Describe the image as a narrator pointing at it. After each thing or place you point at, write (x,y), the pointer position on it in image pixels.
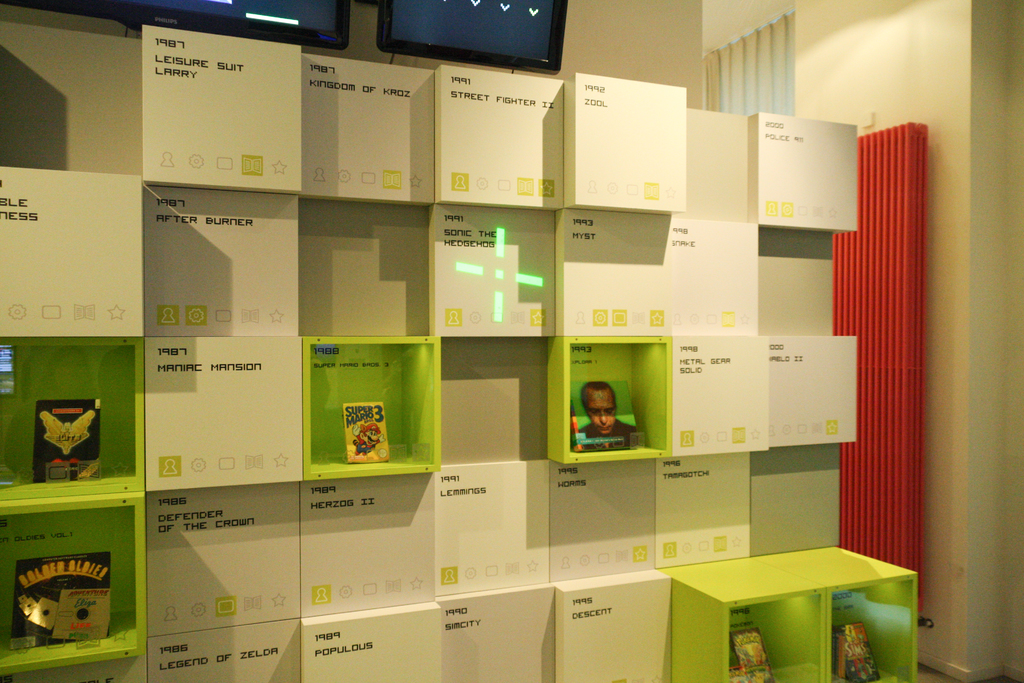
In this picture I can see few boxes (191,242) on which there is something written and I see few racks (342,391), in which there are few things (864,640). On the top of this image (279,23) I see 2 screens (347,17) and on the right side of this image (889,105) I see the wall (865,41) and on it I see the red color thing (894,292).
